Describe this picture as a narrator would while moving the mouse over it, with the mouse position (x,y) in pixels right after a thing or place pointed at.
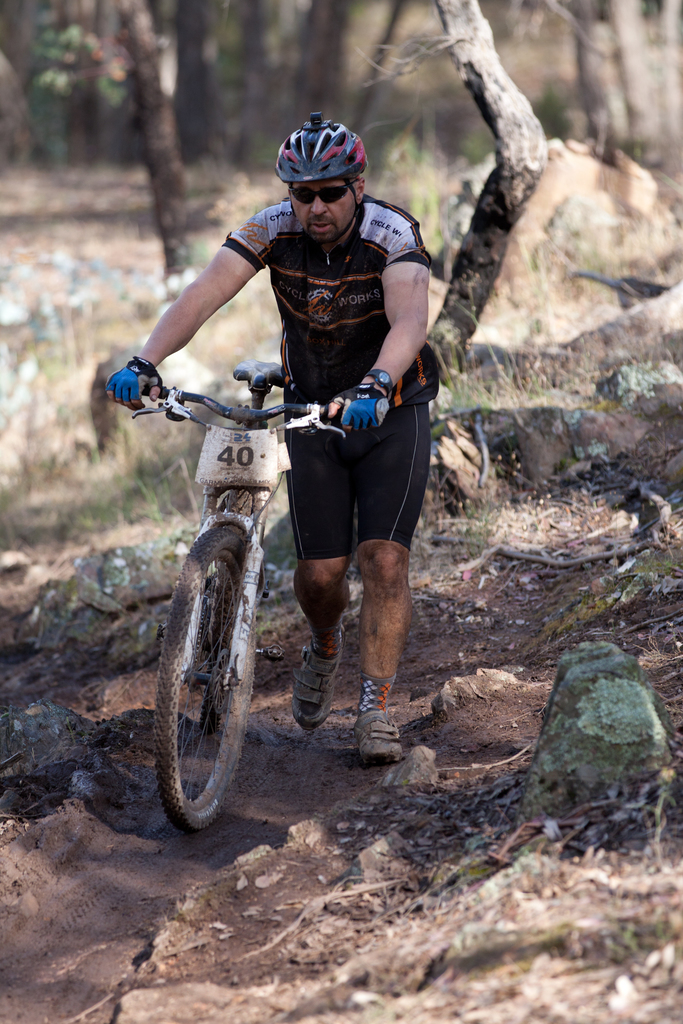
There is one man (399,473) holding a bicycle (242,366) in the middle of this image (233,359) and we can see trees (499,199) and a grassy land (559,291) in the background (506,193).
